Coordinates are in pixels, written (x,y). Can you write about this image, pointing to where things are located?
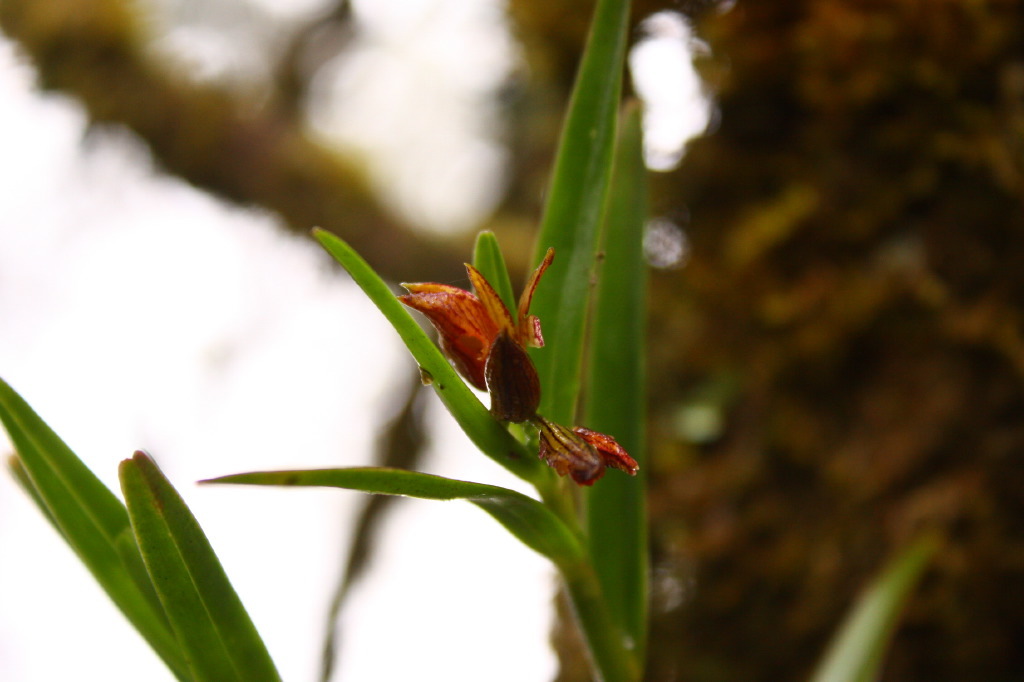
In this image there is a plant (164,514), in the background (574,635) it is blurred.
